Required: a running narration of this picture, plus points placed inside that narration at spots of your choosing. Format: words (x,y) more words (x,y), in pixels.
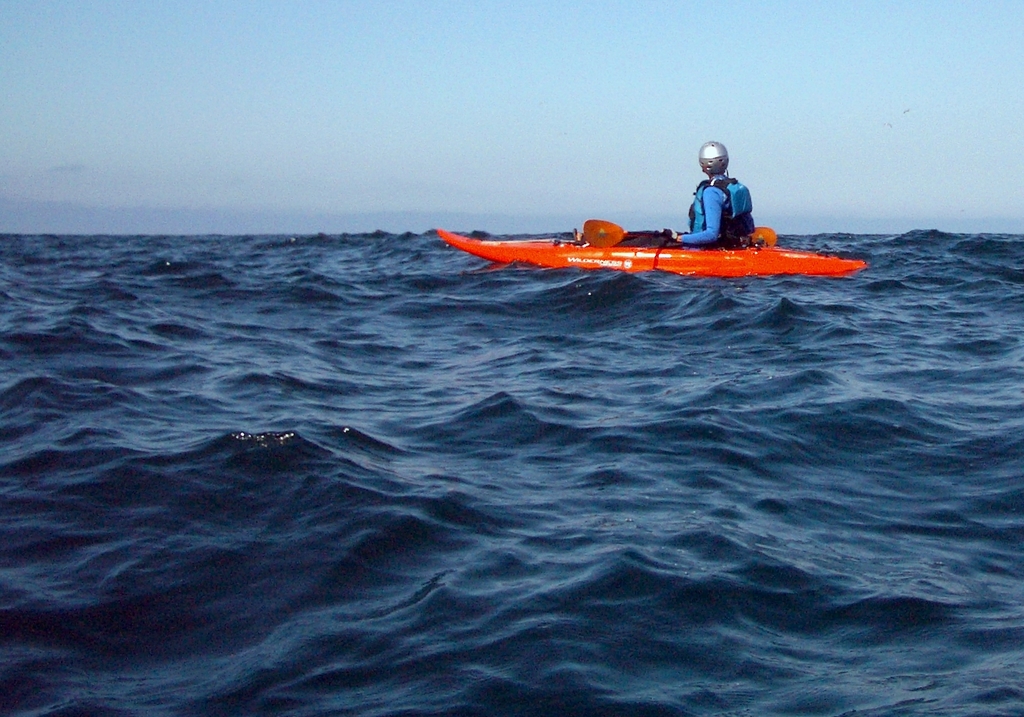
There is a person (701,214) wearing helmet (707,157) is sitting on a boat (571,248). And the boat (610,248) is on the water (472,432). In the background (576,100) there is sky (621,105).
